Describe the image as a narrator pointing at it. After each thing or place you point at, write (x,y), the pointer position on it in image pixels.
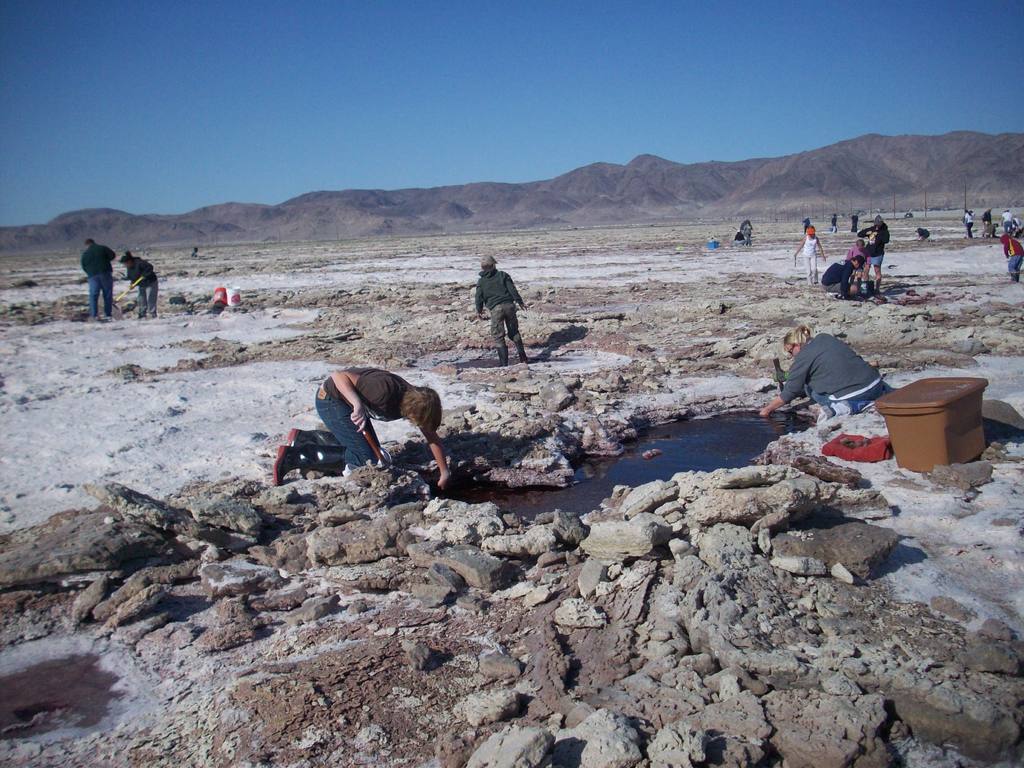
In this picture there are group of people (99,287). In the foreground (970,429) there are two people (860,366) sitting and holding the objects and there is an object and there is a cloth (860,448). At the back (178,241) there is a mountain (883,190) and there are poles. At the top (512,117) there is sky (441,112). At the bottom (553,584) there are stones (529,568) and there is water (624,451).
